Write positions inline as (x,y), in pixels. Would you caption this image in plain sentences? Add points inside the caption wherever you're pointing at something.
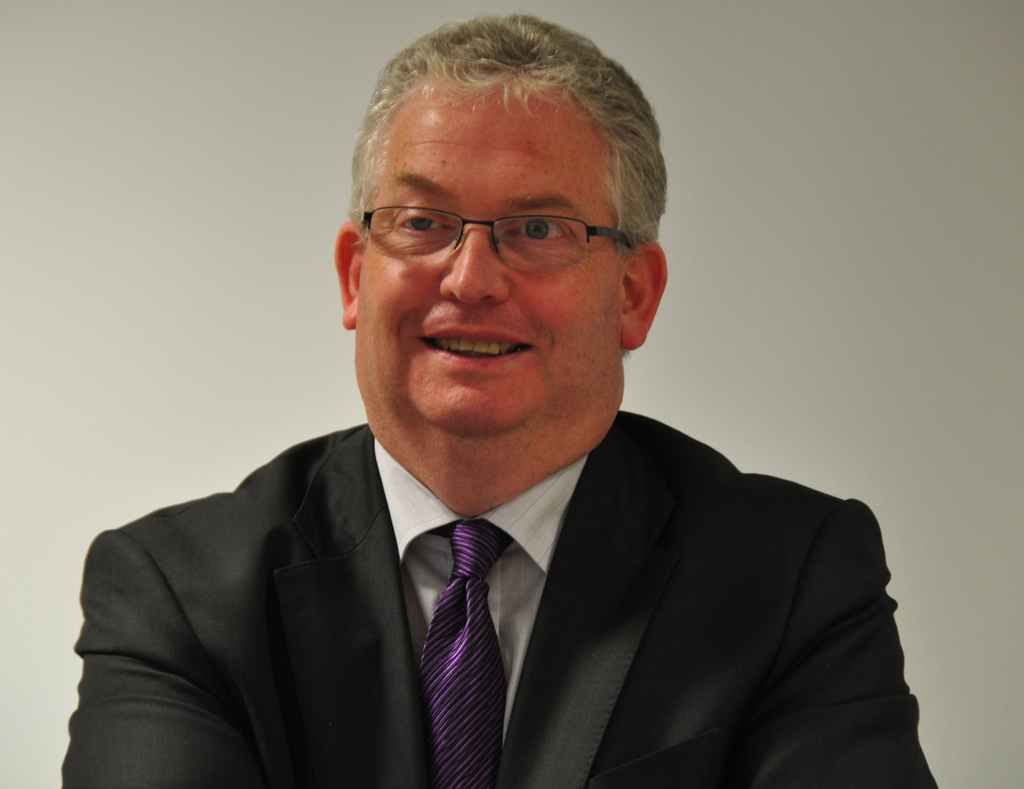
In this image I can see the person (243,598) with black color blazer (207,641), violet color tie (450,688) and the white color shirt (427,577). He is also wearing the specs (395,234). In the back (781,304) I can see the white wall (833,342).
